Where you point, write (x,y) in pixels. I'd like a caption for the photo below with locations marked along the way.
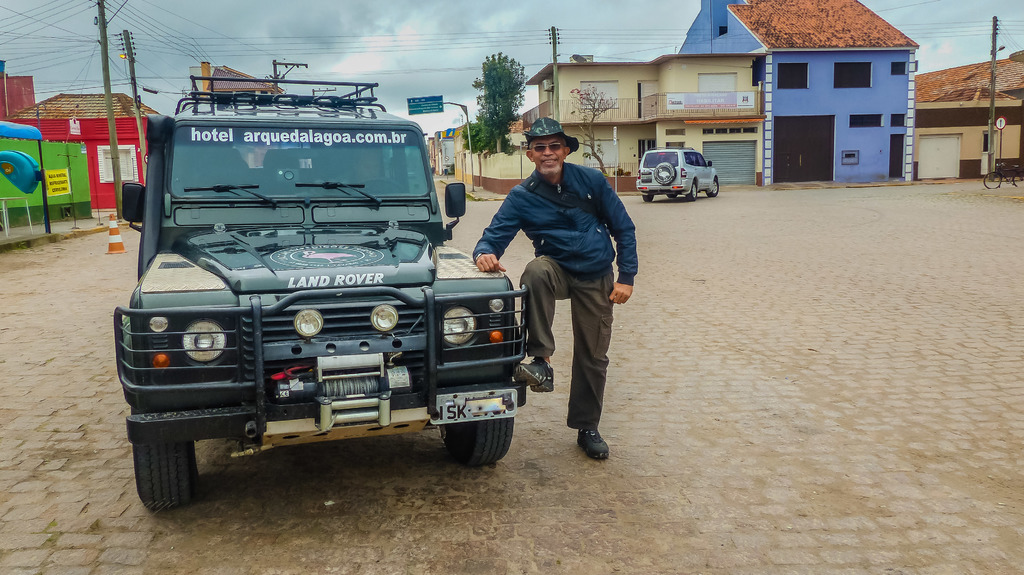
In this image I can see some vehicles (327,233) on the ground (720,351). I can see a man (538,246). In the background (583,122), I can see some houses (793,130).
